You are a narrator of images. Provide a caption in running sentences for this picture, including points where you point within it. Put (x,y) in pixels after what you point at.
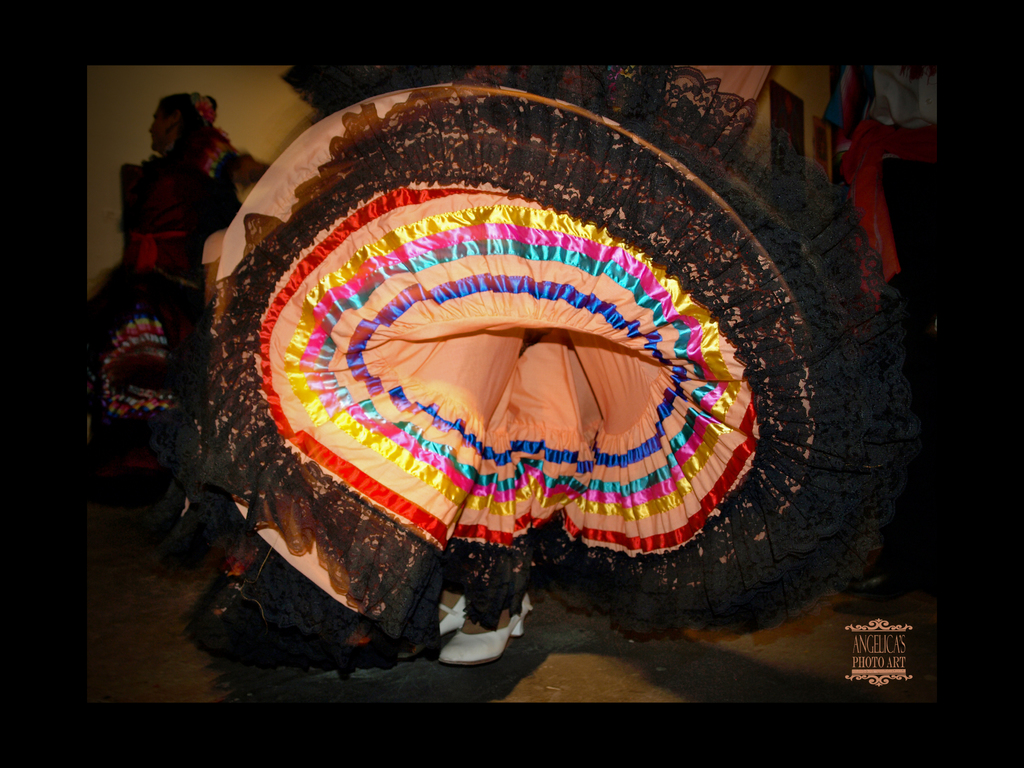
In this image, we can see a colorful dress (584,358) and white sandals (464,646). On the left side (189,327), we can see a person (184,330) is standing. Right side of the image (902,141), we can see few objects (781,123). Right side (882,660) bottom, there is a watermark (867,642) in the image. The borders of the image, we can see black color.
